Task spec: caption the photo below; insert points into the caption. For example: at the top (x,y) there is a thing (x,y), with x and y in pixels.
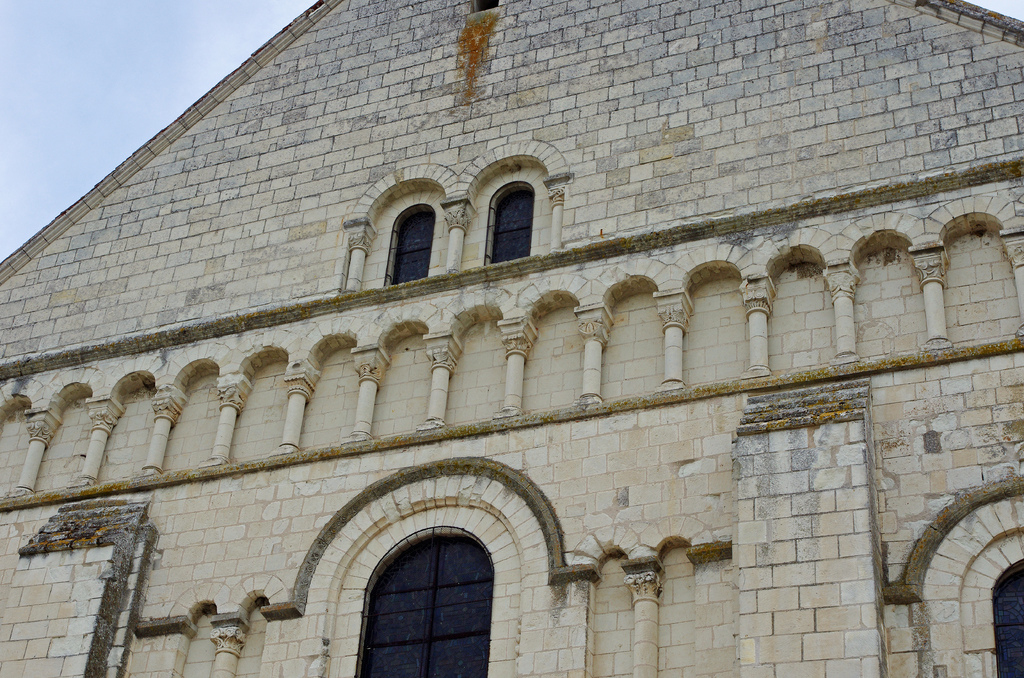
In this image I can see a building (610,426) along with the pillars (369,364) and the windows (500,247). At the top of the image (115,95) I can see the sky (134,68).
